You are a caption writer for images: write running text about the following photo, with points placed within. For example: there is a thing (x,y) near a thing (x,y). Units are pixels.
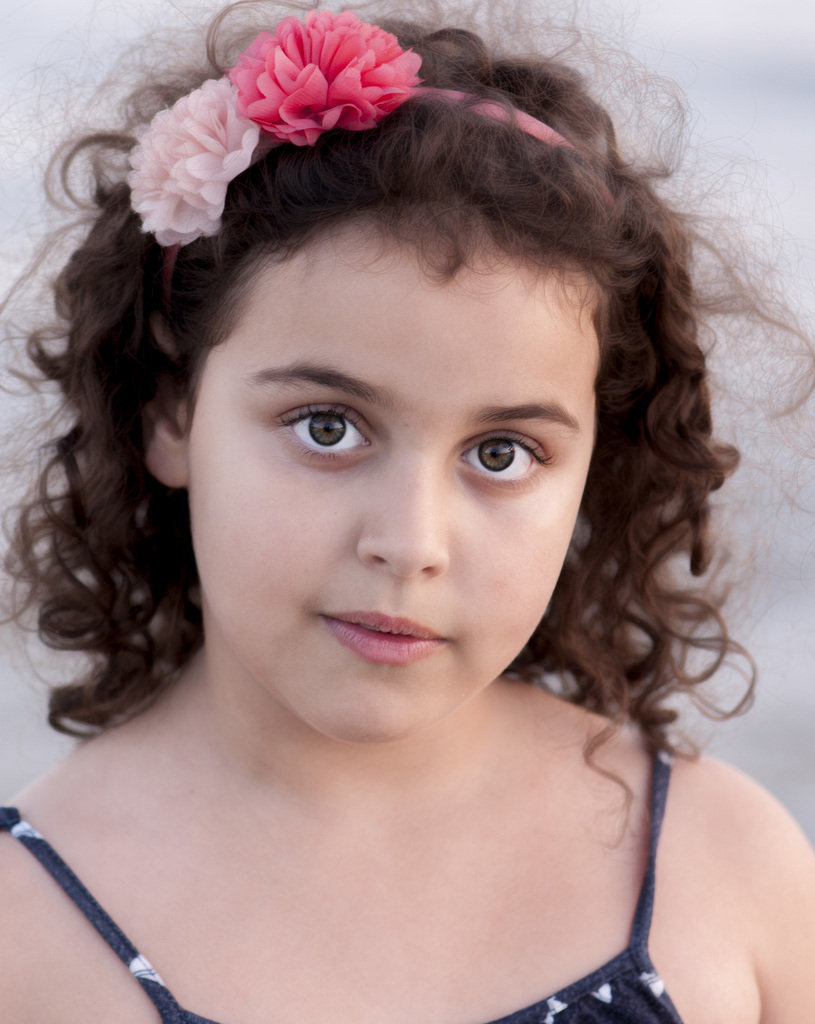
In this picture I can observe a girl (221,610) wearing black color dress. I can observe headband (252,127) on her head (427,172). The background (9,727) is blurred.
